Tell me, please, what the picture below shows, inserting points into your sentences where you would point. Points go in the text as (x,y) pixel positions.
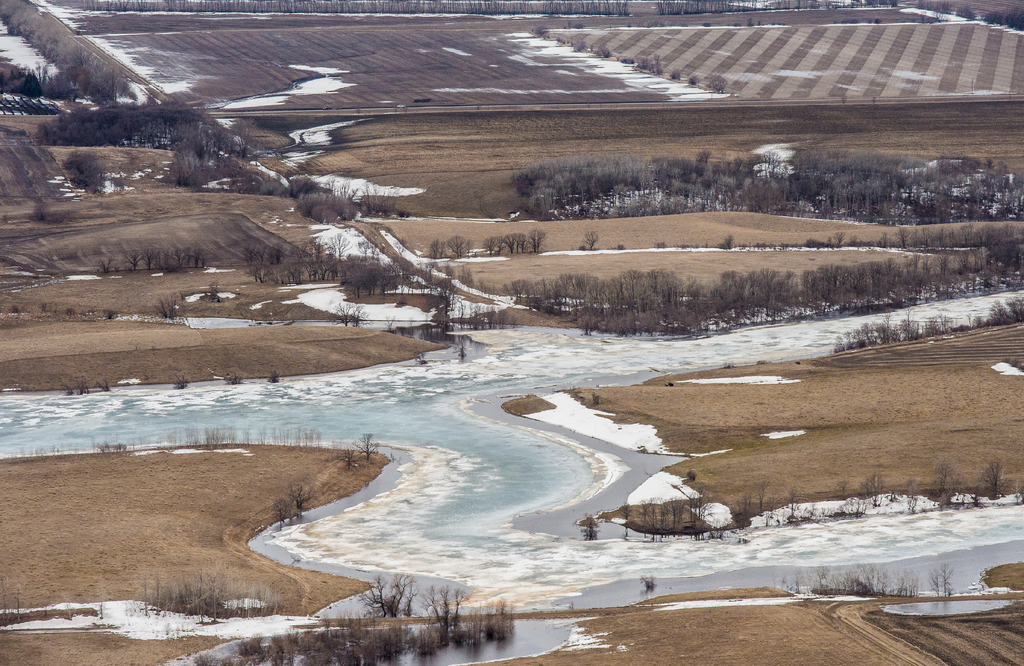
In this picture I can see few trees (744,309) and I can see snow (597,564) and few plants (271,659) and looks like water (403,422) on the ground (846,358).
